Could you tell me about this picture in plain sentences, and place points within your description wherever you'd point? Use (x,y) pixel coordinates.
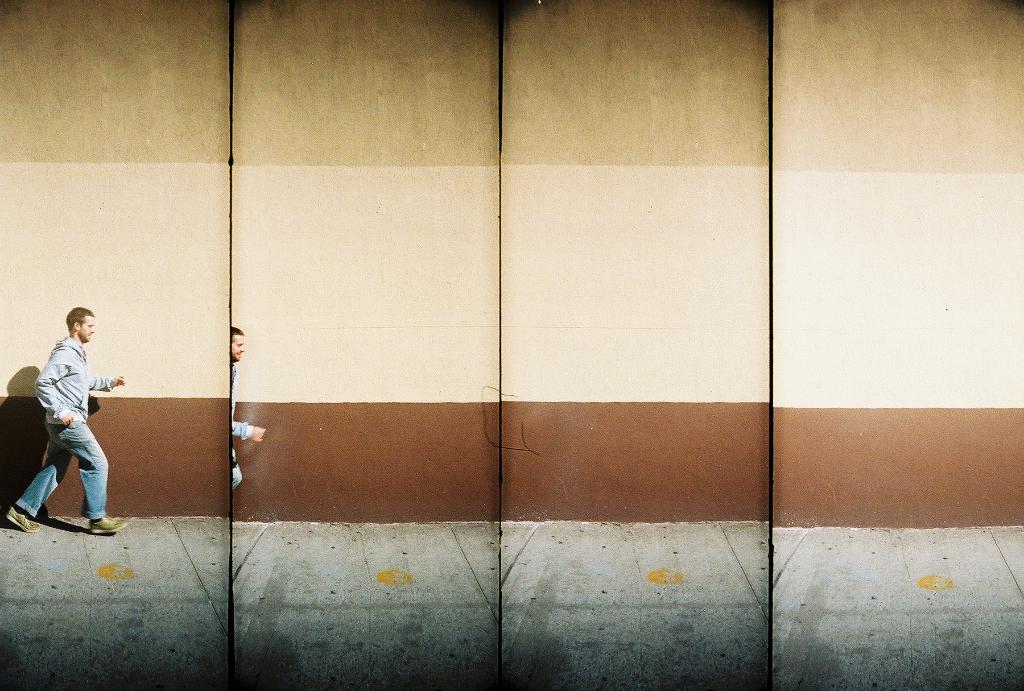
This is a collage image of a person (254,432) running on the road (240,569). In the background (116,225) there is a wall (103,225).
